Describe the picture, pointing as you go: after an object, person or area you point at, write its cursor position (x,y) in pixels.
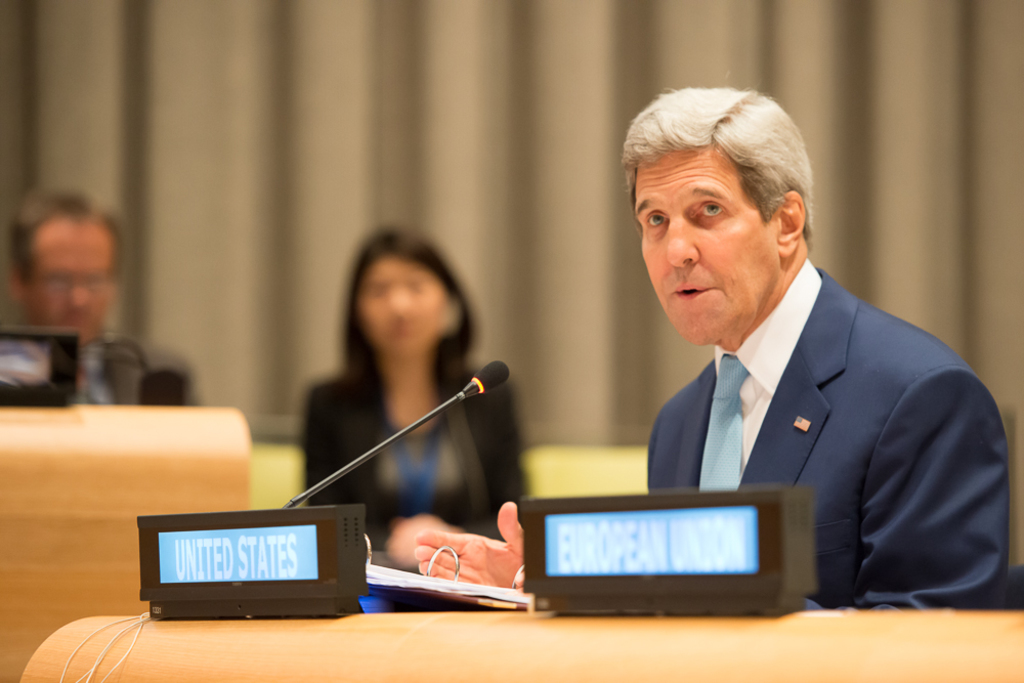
On the right side of the image (705,334) we can see one person (767,401) sitting. In front of him, there is a table (517,626). On the table (539,640), we can see the banners (638,577), papers (396,581), one microphone (501,365), etc. In the background (472,255) there is a curtain (565,114), one table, two persons (368,297) are sitting and few other objects (166,375).
